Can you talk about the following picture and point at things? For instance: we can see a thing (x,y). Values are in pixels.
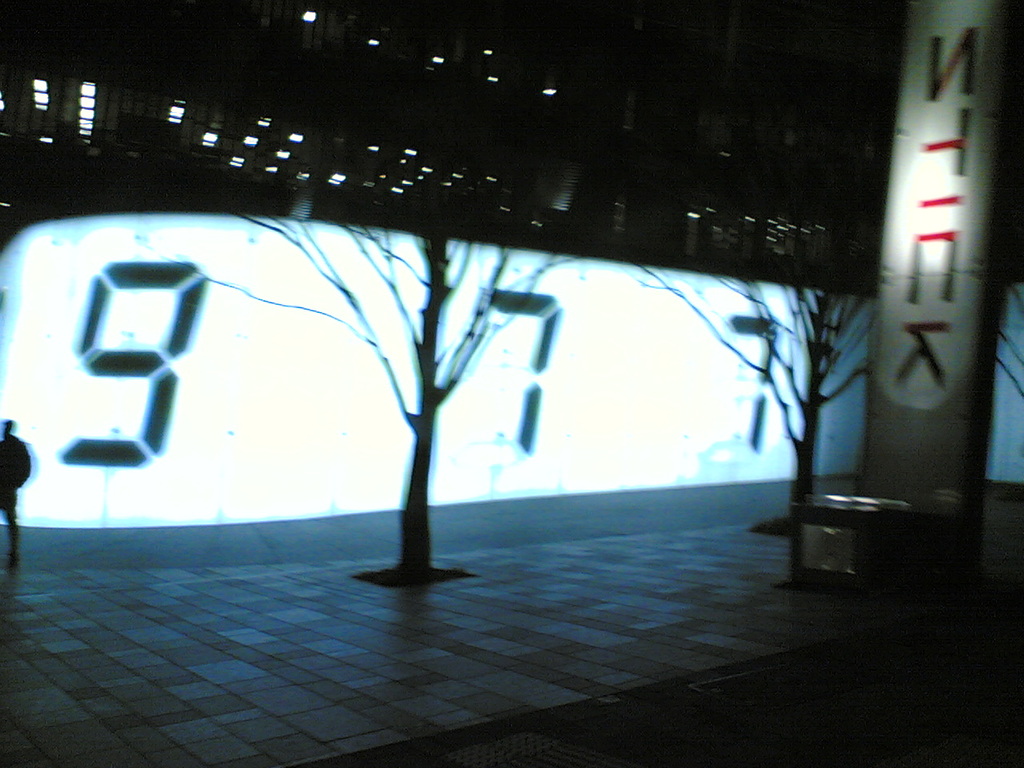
In this image, we can see dry trees (402,406). There is a screen (615,351) in the middle of the image (628,299). There is a board (963,418) on the right side of the image (962,444).
